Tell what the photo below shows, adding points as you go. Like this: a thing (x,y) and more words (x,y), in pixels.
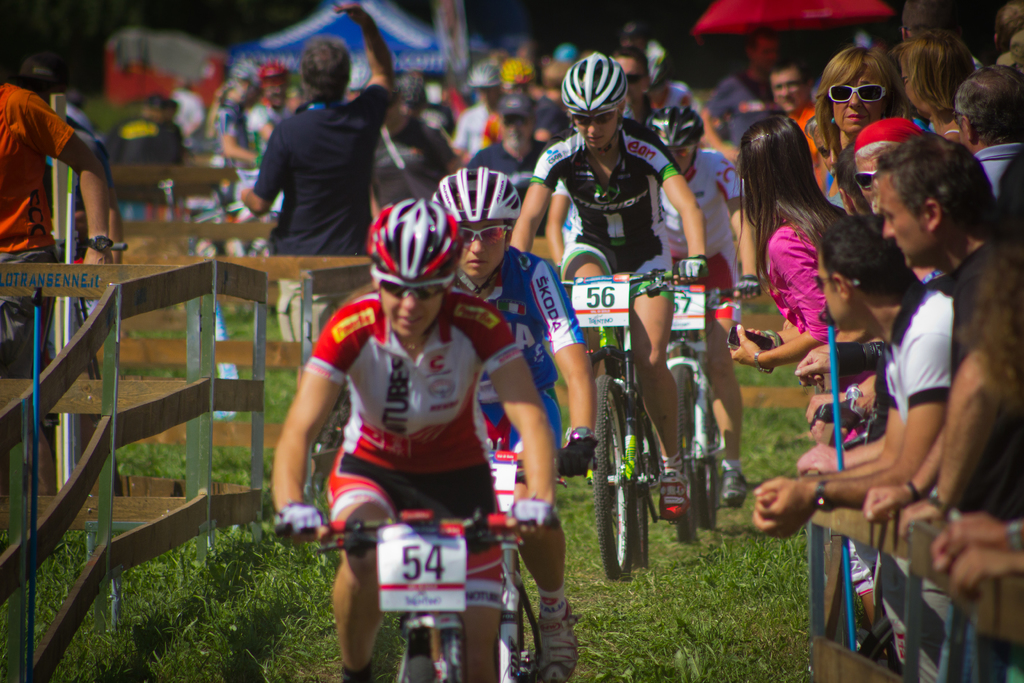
In this picture we can see some persons (467,376) doing cycling. And all are wearing a helmet (622,91). This is the grass (758,593) and here we can see some people (854,314) are standing and looking at them. And this is an umbrella (778,26).
